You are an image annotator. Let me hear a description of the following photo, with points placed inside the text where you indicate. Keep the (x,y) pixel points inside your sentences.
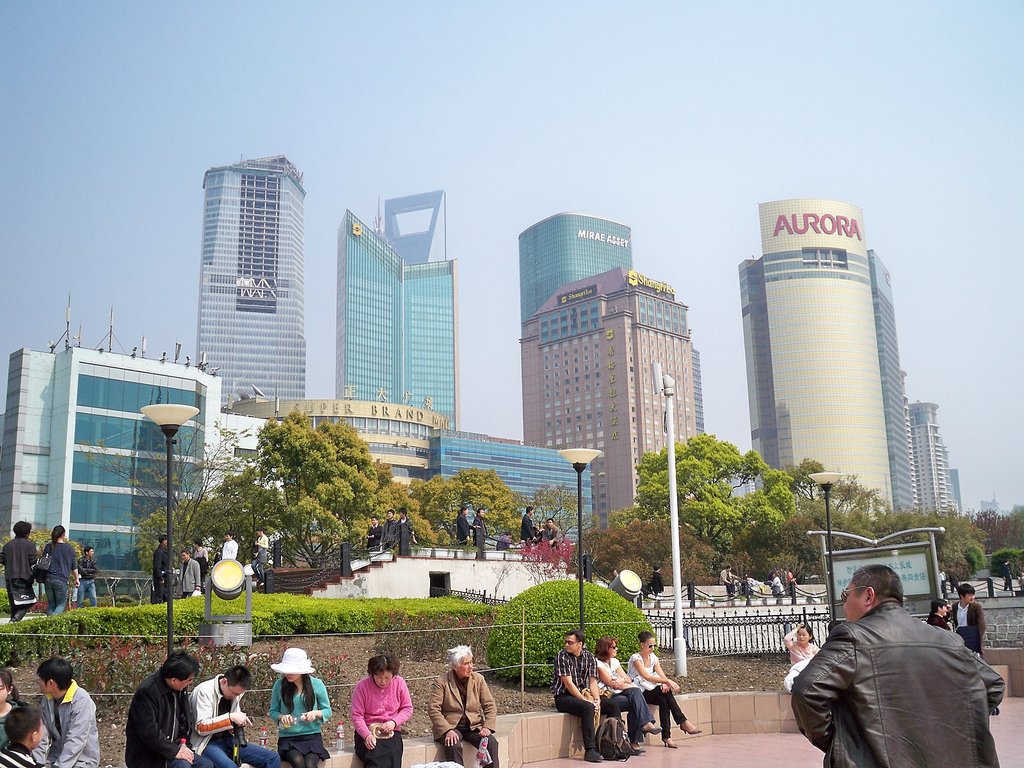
This picture is clicked in the city. Here, we see many people (361,684) sitting. Behind them, there are shrubs (545,643), street lights (232,620), iron railing (673,633) and a board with some text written on it. In the right bottom of the picture (837,624), the man (842,650) in black jacket (921,696) is standing. Behind them, there are people (67,573) walking and we even see a staircase (285,569). There are many trees (336,432) and buildings (530,443) in the background (456,368). At the top of the picture (407,121), we see the sky (644,203).
